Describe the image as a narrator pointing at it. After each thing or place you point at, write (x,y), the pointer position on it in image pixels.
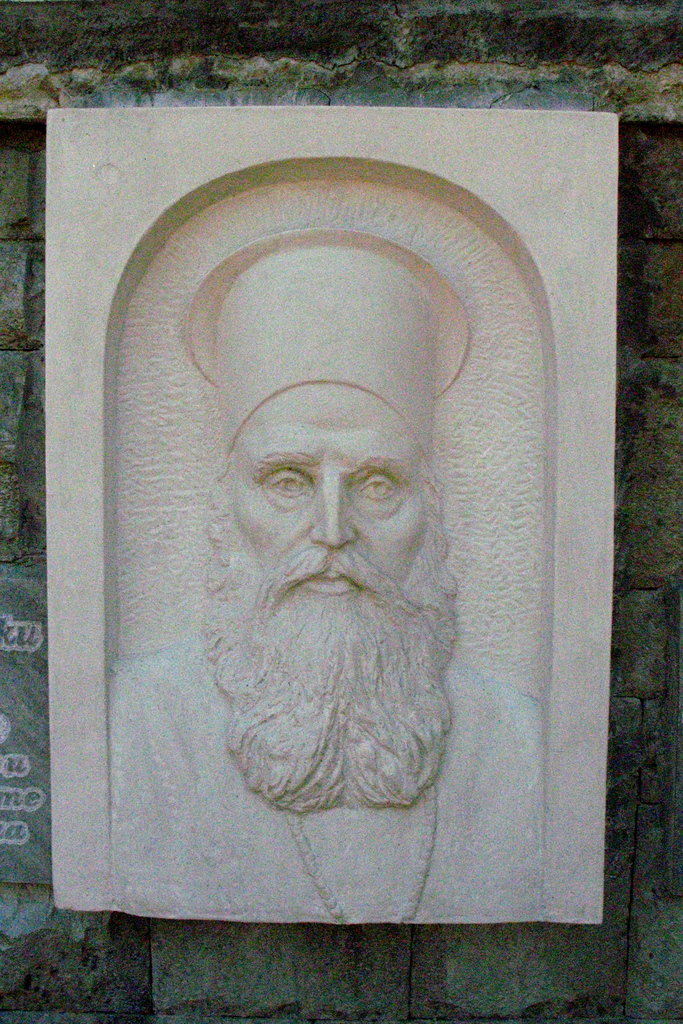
In this picture I can see there is a man's picture (142,677) engraved on the stone (346,354) and he has beard (335,676), mustache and there is a chain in his neck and there is a wall (672,511) in the backdrop (550,58).
